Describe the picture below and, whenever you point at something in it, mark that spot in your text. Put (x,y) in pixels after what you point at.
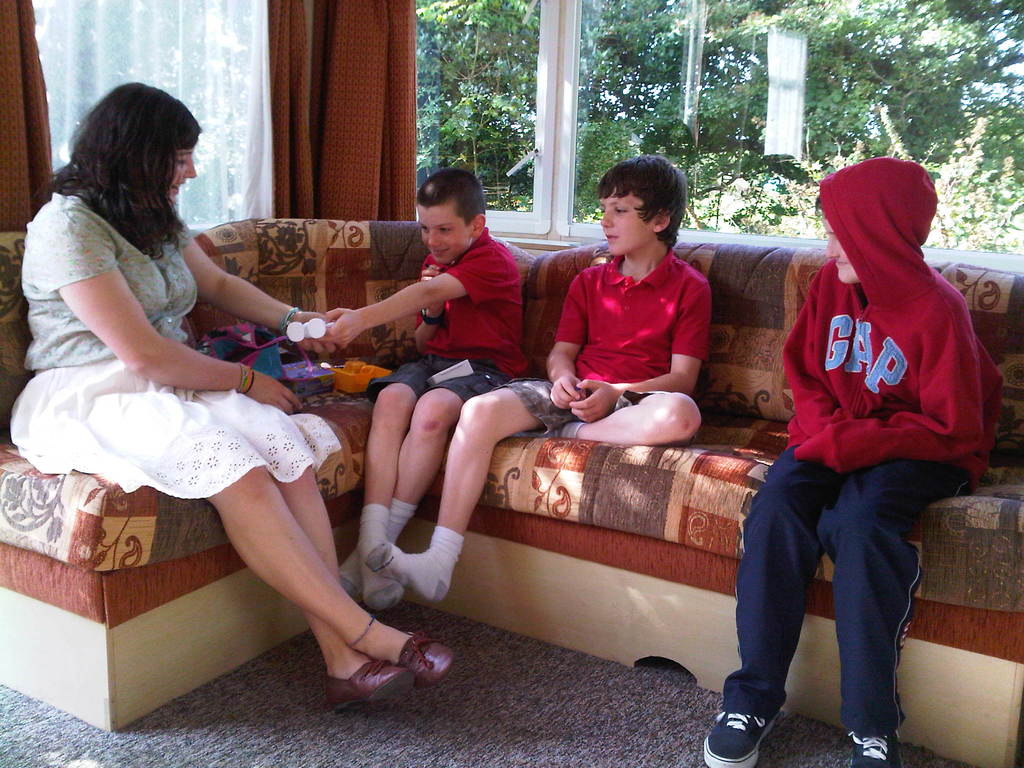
In this image there is a woman (129,358) sitting on the sofa (768,377). Beside her there are three kids (630,373) sitting on the sofa (695,458). The woman (277,407) is giving the toys (297,337) to the kid (371,316) who is beside her. In the background (475,65) there is a glass window (636,84) with the curtains (329,81). Through the window (802,87) we can see the trees (736,68). On the floor (302,700) there is carpet (226,712).
